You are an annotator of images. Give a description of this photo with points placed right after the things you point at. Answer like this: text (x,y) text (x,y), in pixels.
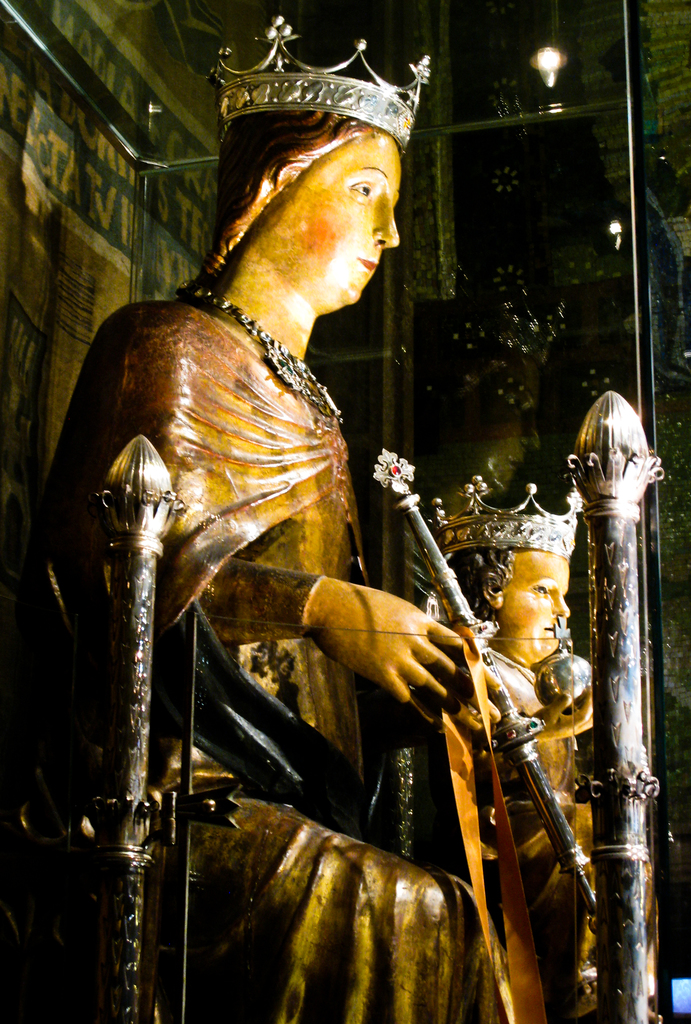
In this image I can see the statues (281,476) of the people (298,145) with crowns (466,520). To the side I can see the poles (593,690). In the background (497,94) I can see glass (489,164) and poles (625,657).
